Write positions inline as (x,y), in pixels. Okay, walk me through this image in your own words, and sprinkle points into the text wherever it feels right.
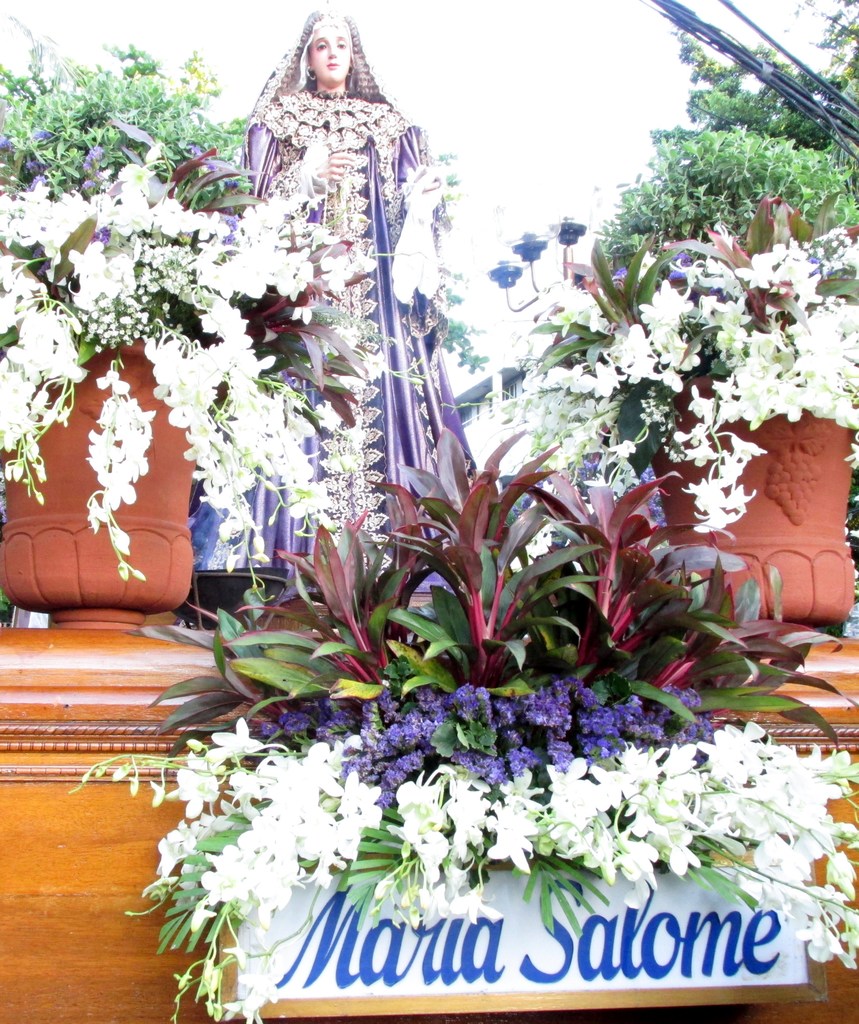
There are flowers (692,268), sculpture (282,72) and trees (112,138) at the back (67,133).
